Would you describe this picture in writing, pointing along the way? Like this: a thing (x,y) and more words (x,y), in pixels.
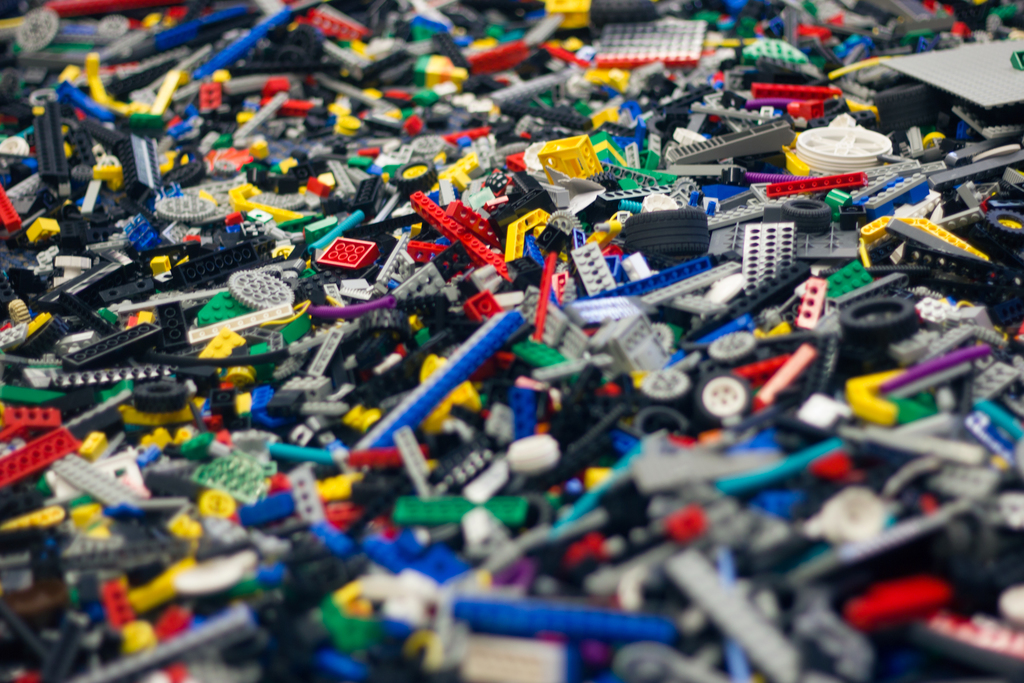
In this picture I can see there is a collection of toys (651,301), it is in different colors and sizes. The backdrop of the image is blurred.
